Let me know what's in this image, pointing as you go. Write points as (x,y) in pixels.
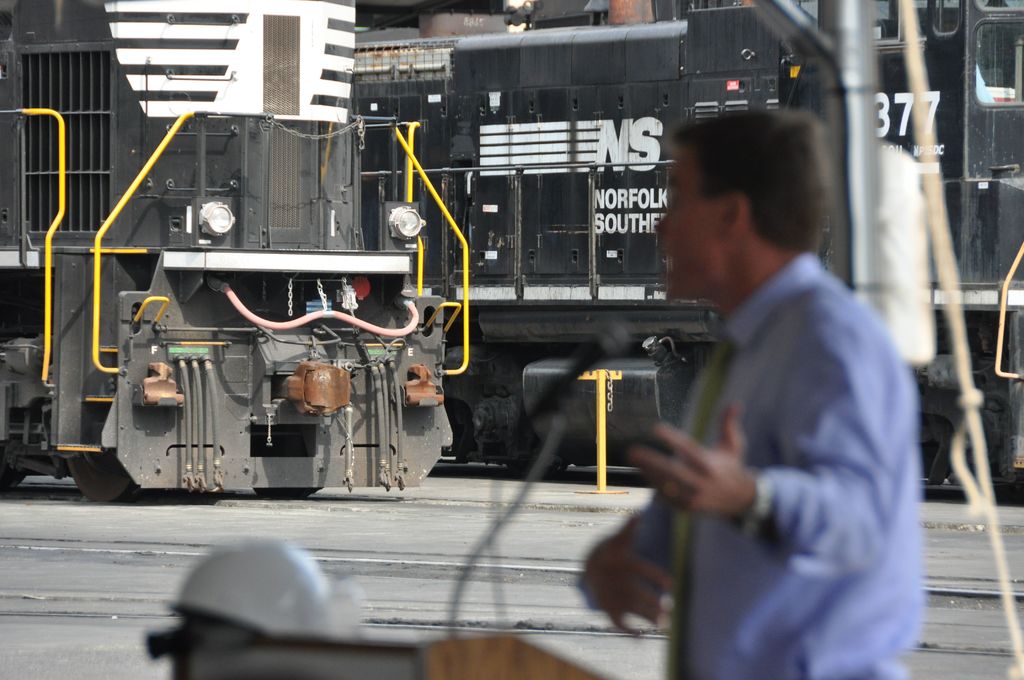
In this image we can see a man (660,464) standing beside a speaker stand (450,648) containing a helmet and a mic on it. On the backside (632,423) we can see the trains (616,414) on the tracks (414,619). On the right side (859,237) we can see a pole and a rope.
